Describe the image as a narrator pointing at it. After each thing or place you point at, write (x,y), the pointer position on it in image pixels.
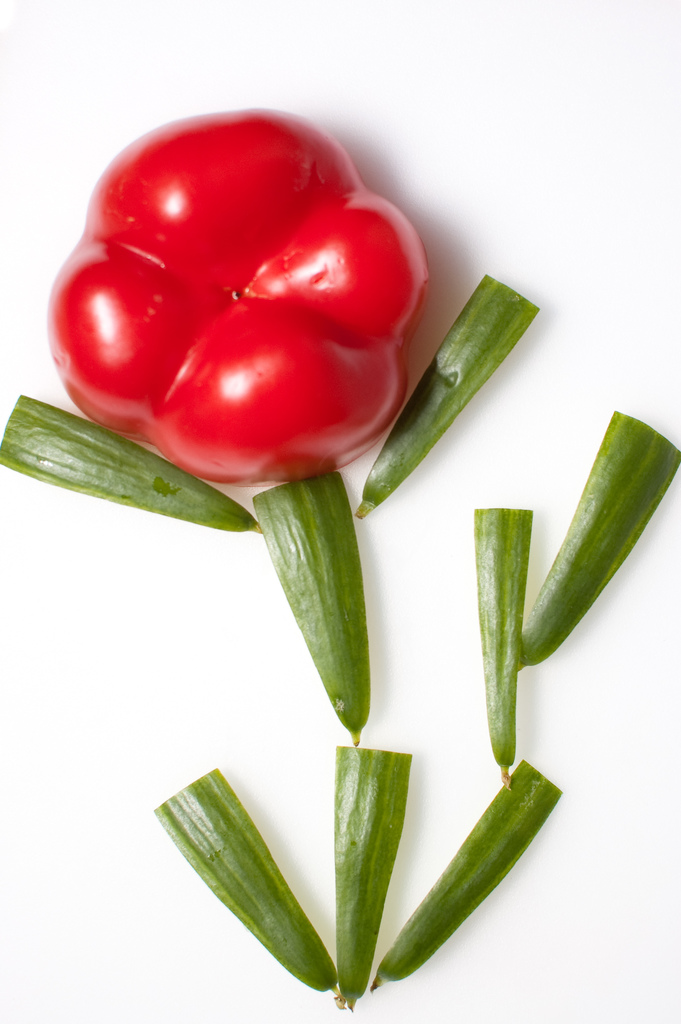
The picture consists of capsicum (270,446) and other vegetable (330,636) made into slices (208,832).
